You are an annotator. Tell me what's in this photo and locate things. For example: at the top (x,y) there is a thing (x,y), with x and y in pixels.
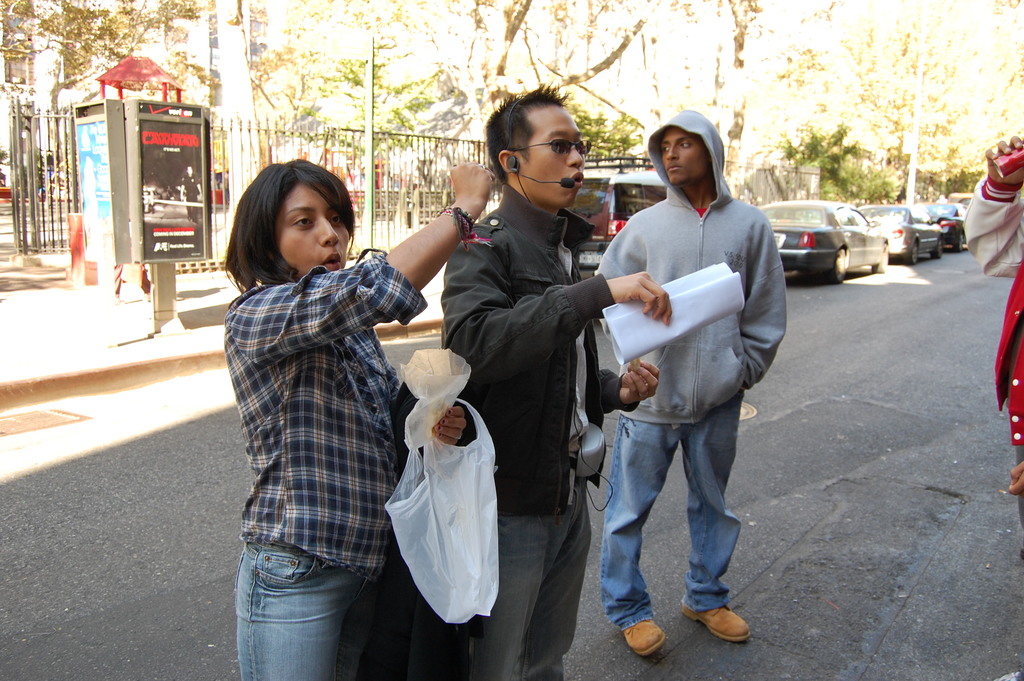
In the middle of the image (342,265) few people (346,255) are standing and holding some papers (698,296) and white color bag (479,434). Behind them there is fencing (18,123) and poles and banners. Behind the fencing (258,146) there are some trees (936,22) and buildings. On the right side of the image (1004,230) a person (990,177) is standing and holding a tin (1015,154). Background of the image there are some vehicles (596,164) on the road (979,278).
